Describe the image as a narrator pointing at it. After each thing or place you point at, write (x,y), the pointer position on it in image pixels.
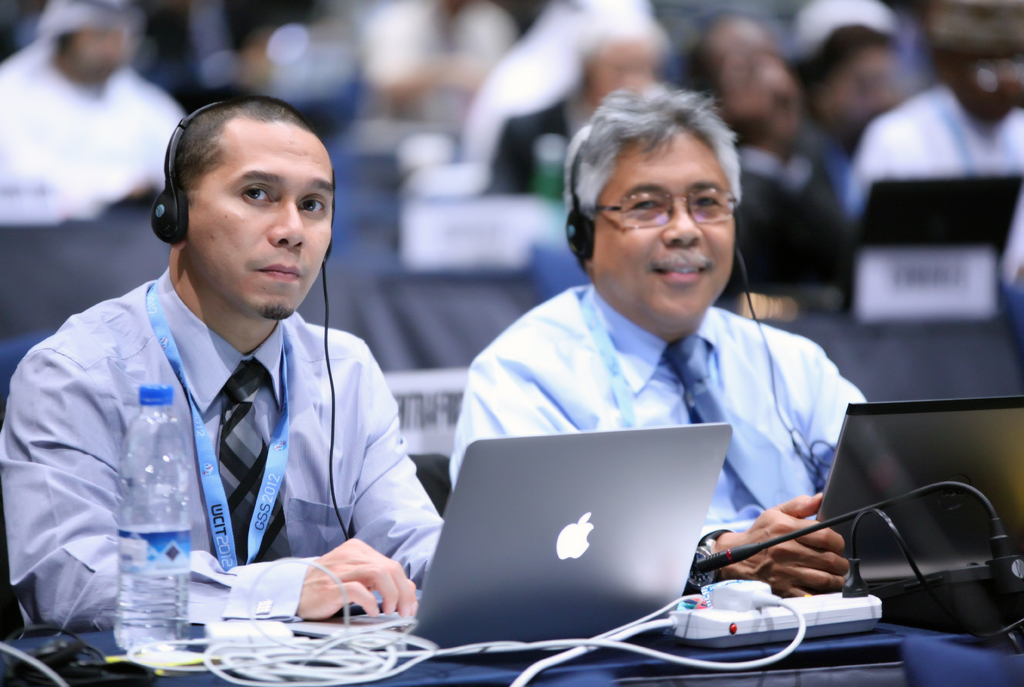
In this picture we can see there are two men (222,305) with the headsets (179,186). In front of the people (326,360) there are laptops (583,498), cables (402,638), a bottle (159,398) and an extension socket (715,619). Behind the men (488,372), there are blurred people (714,92).
